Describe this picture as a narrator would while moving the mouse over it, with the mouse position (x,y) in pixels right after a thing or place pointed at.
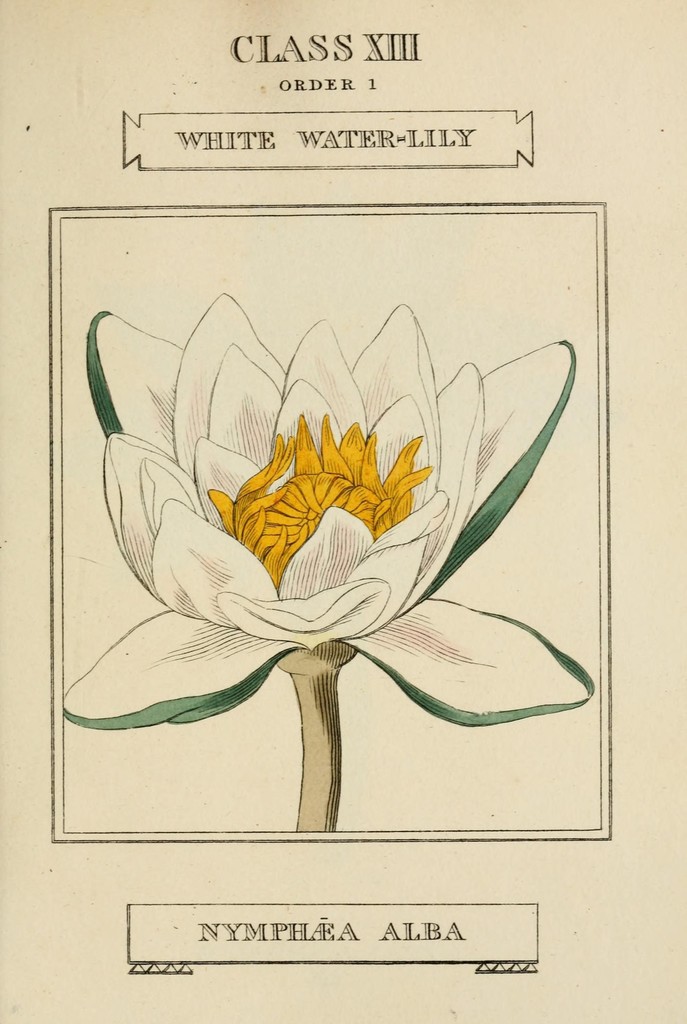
In this image I can see the painting (217,381) of a flower (309,475) and some text (250,148) on a white paper (40,163).
